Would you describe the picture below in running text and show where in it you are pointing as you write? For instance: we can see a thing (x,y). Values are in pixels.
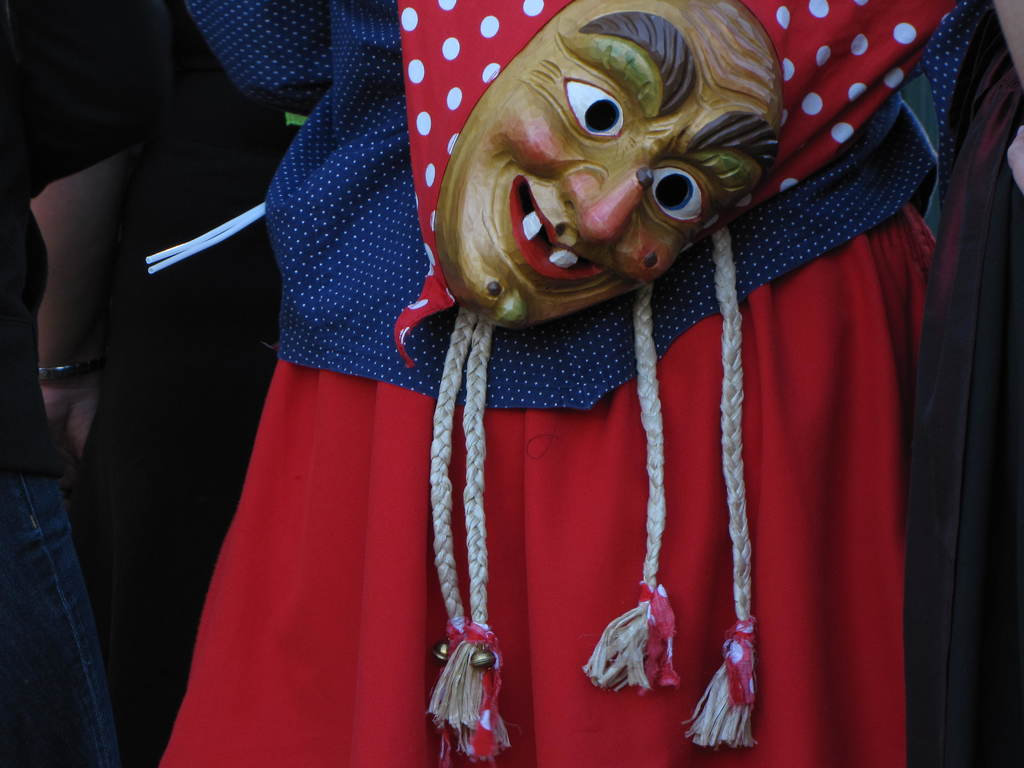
In this image we can see some people (336,586) standing. In that a person (422,601) is wearing the costume (476,599) and a mask (539,245).
